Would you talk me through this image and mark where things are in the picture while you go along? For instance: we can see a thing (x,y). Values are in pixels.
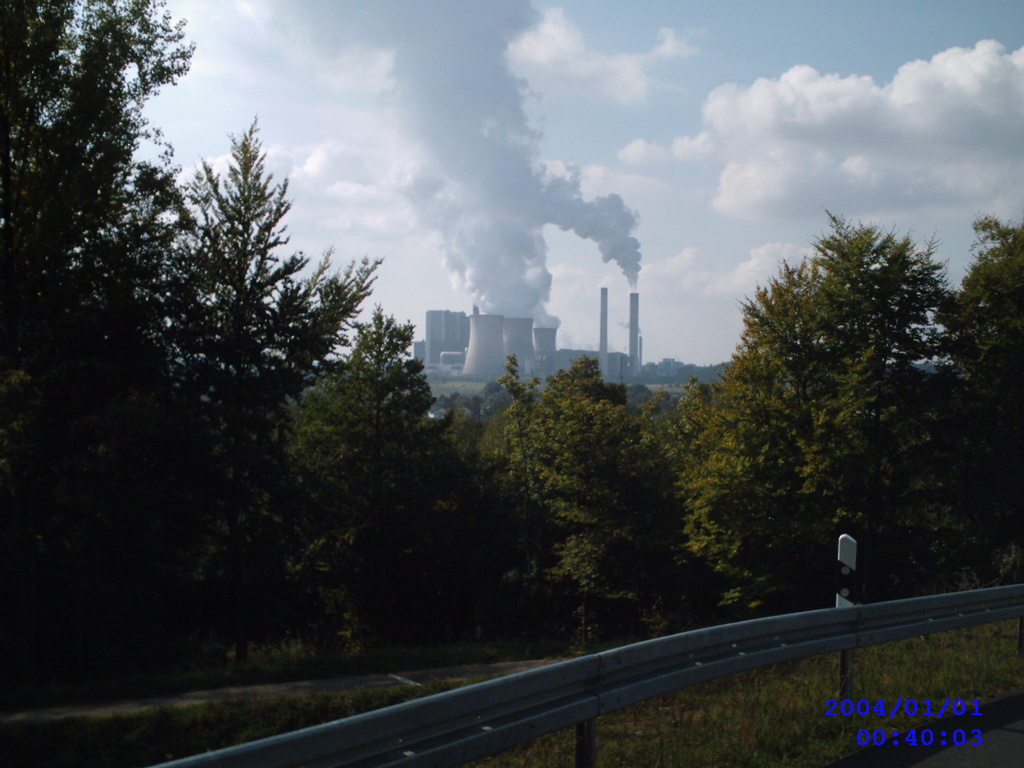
In this image we can see smoke (525,234) from the chimneys (504,351), trees (225,473), barriers (354,738), grass (898,648) and sky (603,284) with clouds (750,283).
